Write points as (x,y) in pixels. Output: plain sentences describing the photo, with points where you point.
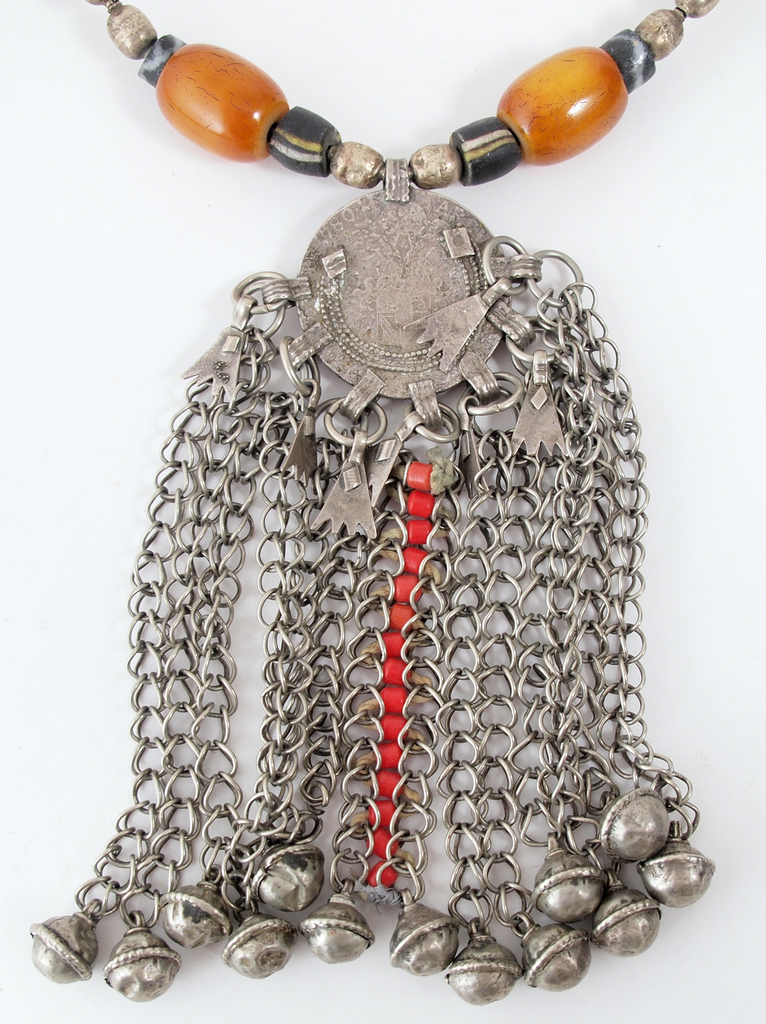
In this picture we can see jewelry (602,551) on the white surface (21,656).
